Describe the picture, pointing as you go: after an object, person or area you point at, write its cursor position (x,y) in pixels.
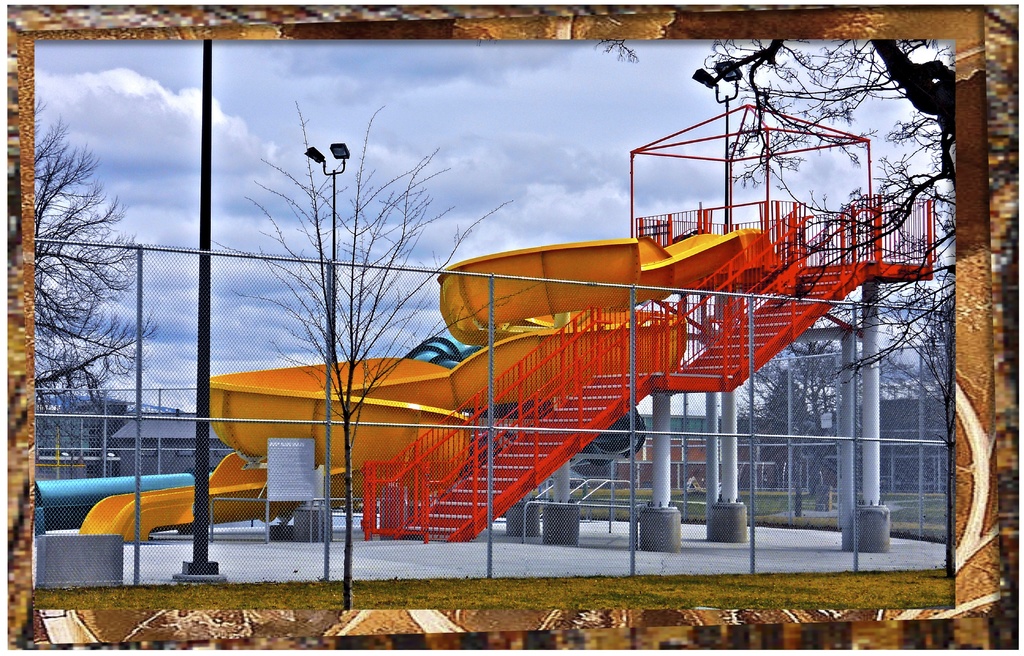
In this image there is a staircase (784,312). Beside to it there is a railing (444,440). Around it there is a fence (609,424). In the background (759,396) there are trees (819,374) and buildings (151,427). At the top (393,102) there is the sky (407,113). At the bottom (544,598) there is grass (626,582) on the ground (626,582). There is border (184,623) around the image.
